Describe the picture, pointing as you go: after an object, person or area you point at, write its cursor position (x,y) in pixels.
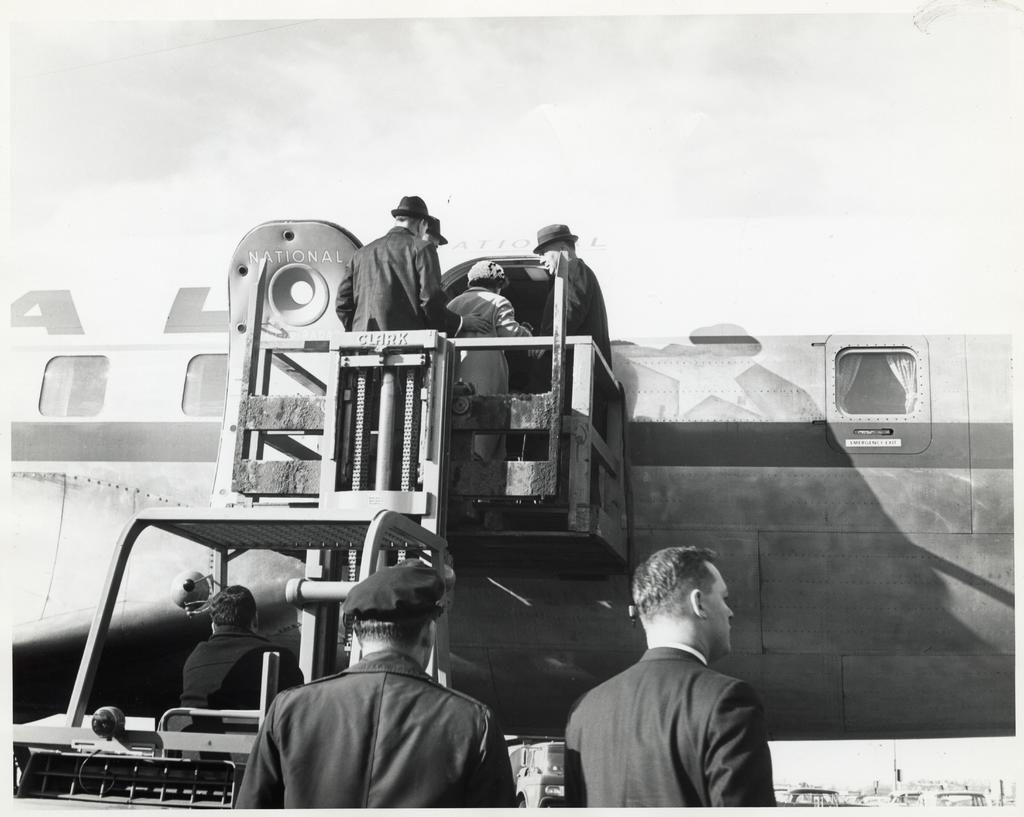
This is a black and white picture. In this picture we can see two men (508,794). There is a person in a vehicle (74,763). We can see four people (392,256) and an aircraft (95,436) in the background (1005,339). Sky (275,164) is cloudy.
